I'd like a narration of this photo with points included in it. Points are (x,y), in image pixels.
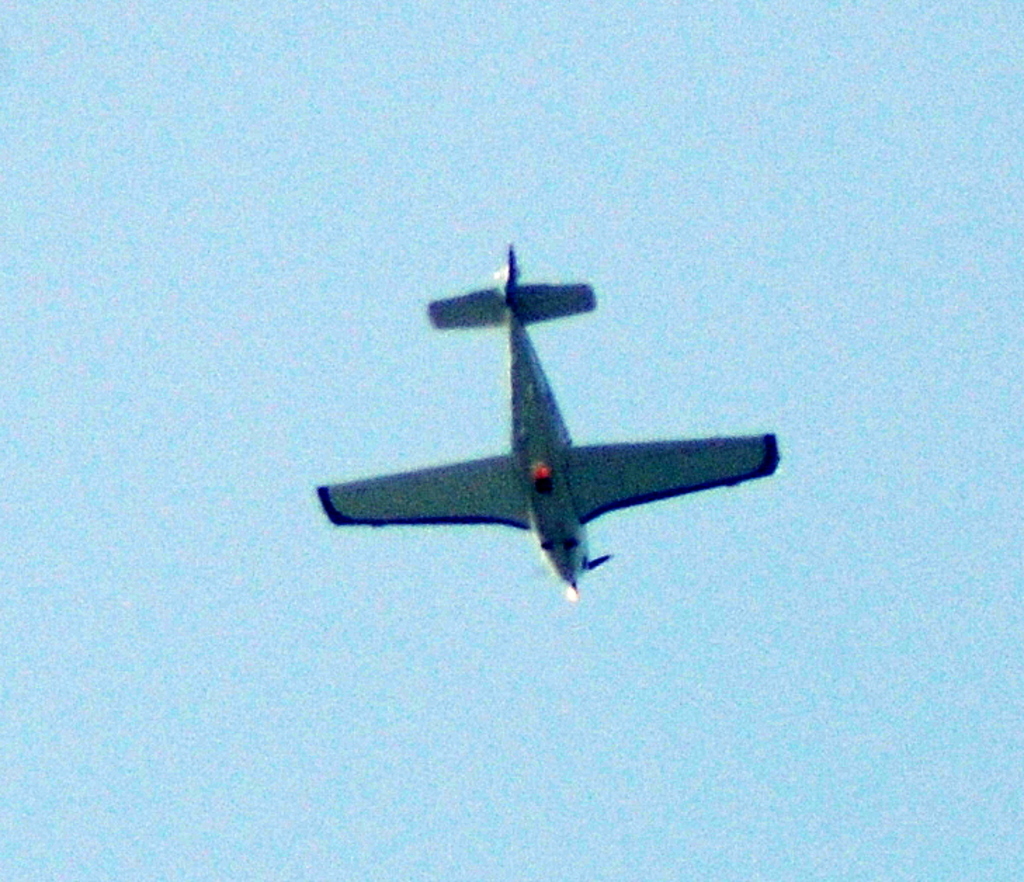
In this image I can see an airplane (518,524) flying in the air (271,360). It is in navy blue color. In the back (375,205) I can see the blue sky (531,678).
